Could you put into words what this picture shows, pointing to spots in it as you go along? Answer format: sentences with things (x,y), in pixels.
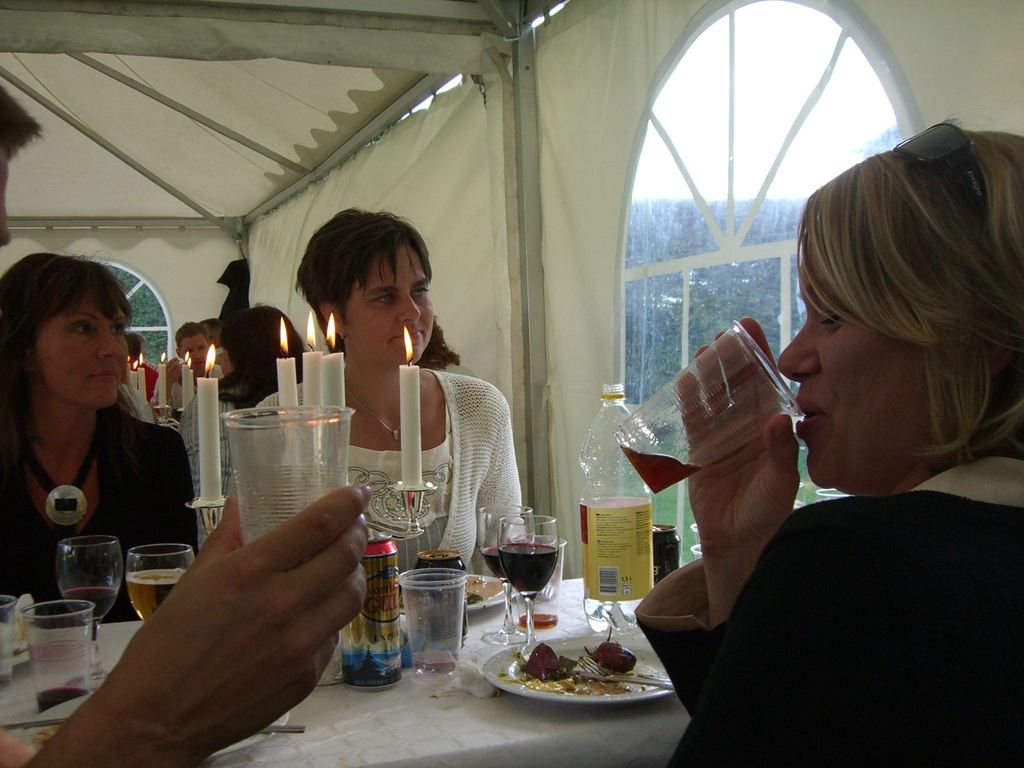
In this image I can see group of people (355,363) sitting and one woman (844,430) is drinking something. In front of them there are candles (339,373), wine (526,561) with glass (510,564), bottle (612,505), tin (371,583), food (560,667) with plate (587,643) on the table (379,709). And these people (351,365) are under the tent (234,153). At outside there are some trees (711,273) and the sky (736,123).
